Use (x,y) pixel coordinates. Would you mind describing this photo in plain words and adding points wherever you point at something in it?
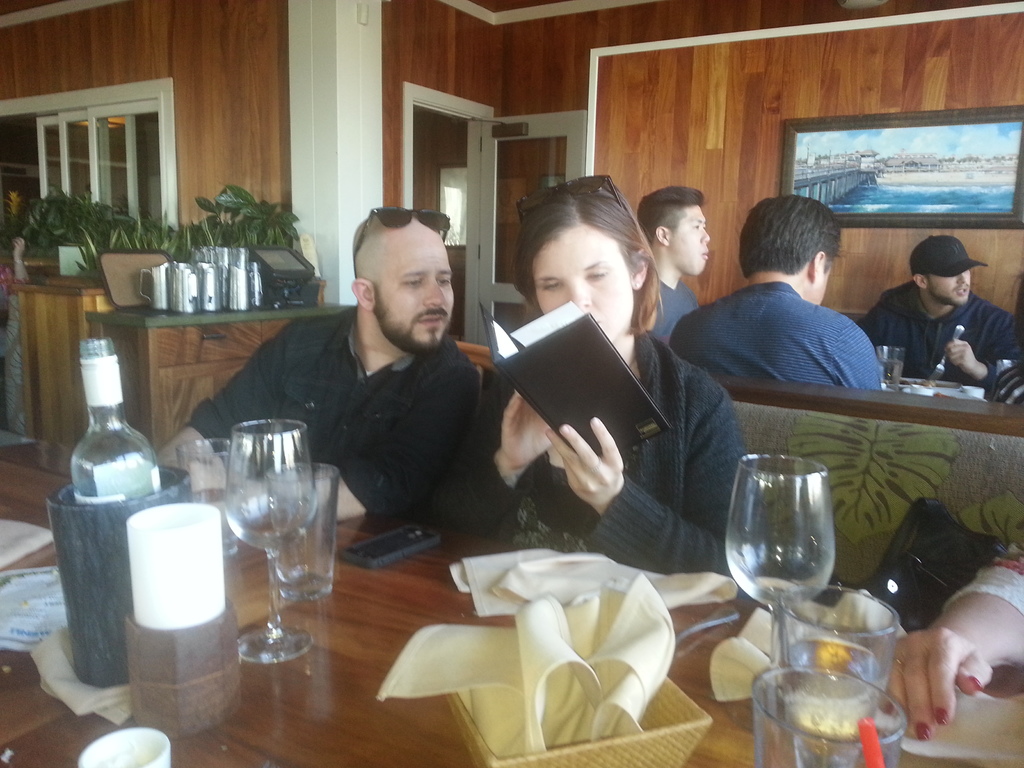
There is a group of people (438,325). The persons (385,374) are sitting like a restaurant. The two persons (592,526) are sat on front chairs (786,398) and other 3 persons (809,341) are backside of the chairs (784,412). The front row person (697,378) is holding like menu book (637,443). They have a table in front of them above the tables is glass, water bottle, and tissues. There is a flower composition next to the window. The man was next to the window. On the background (499,157) we can see doors (549,135) and photo frames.
